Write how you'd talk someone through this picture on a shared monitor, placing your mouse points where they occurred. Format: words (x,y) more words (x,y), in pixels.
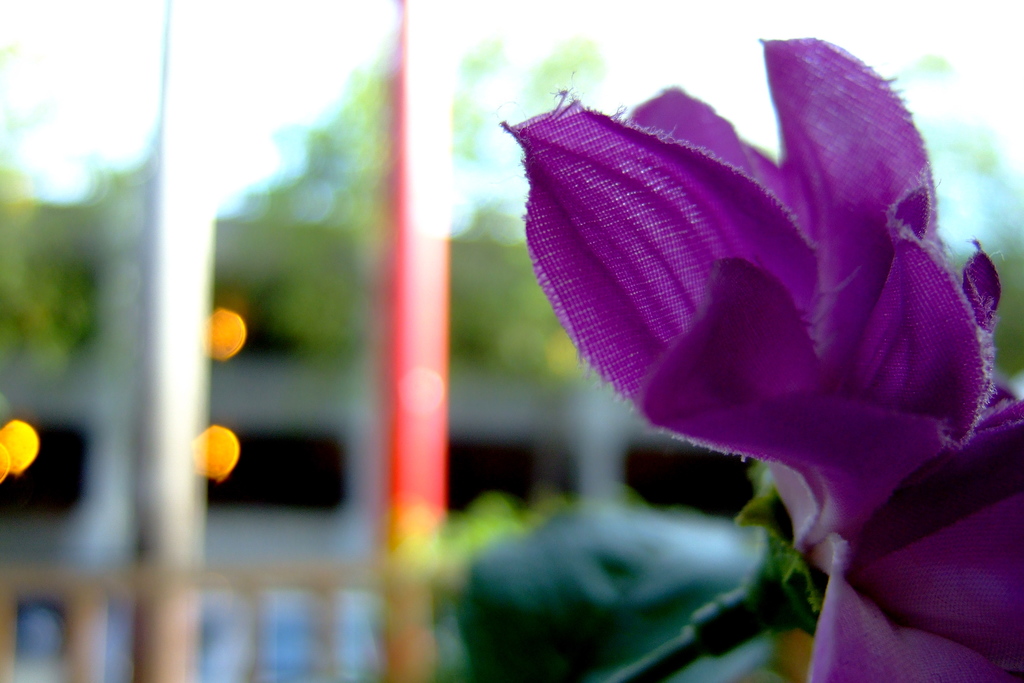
On the right side of the image (1018,579) we can see the purple color artificial flower (769,592). The background of the image (0,481) is blurred.
